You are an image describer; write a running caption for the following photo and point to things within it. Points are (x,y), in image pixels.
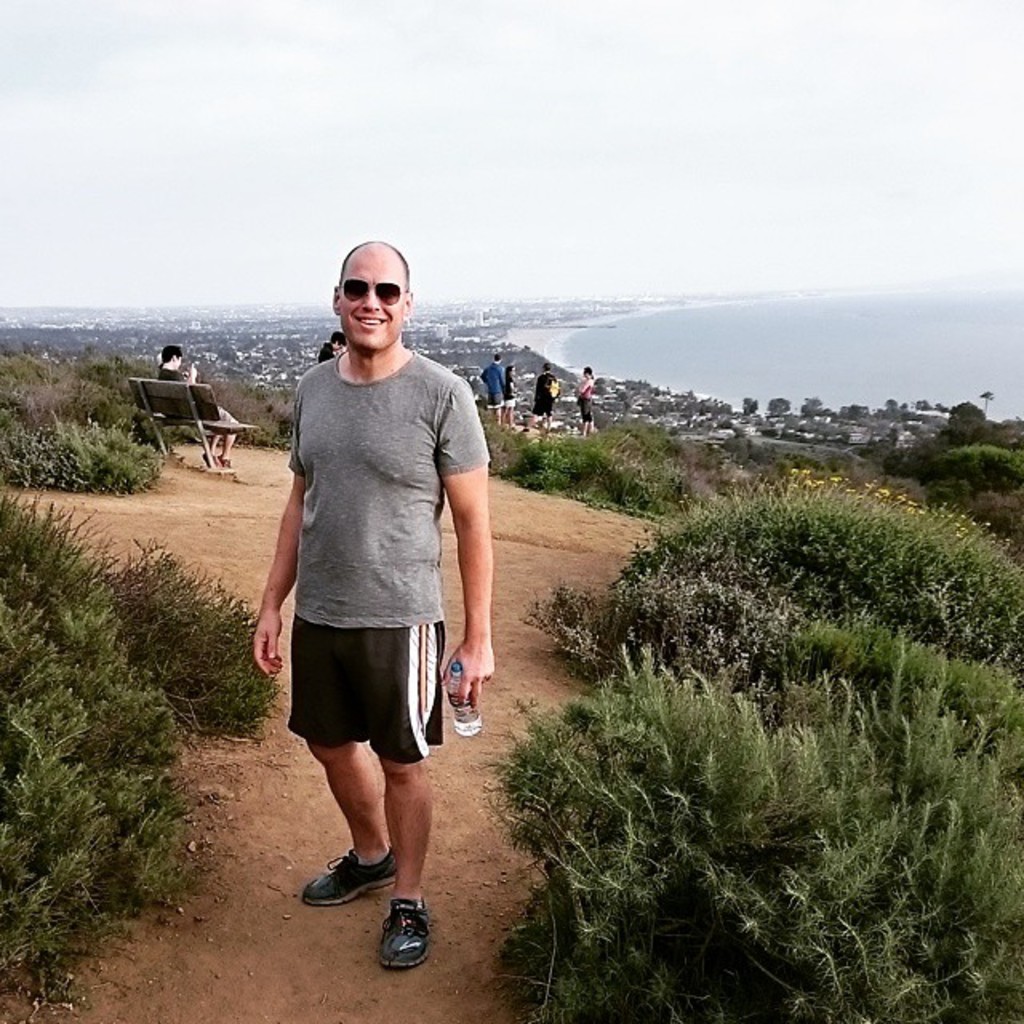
In this image we can see few people (438,375) standing on the ground (522,552), a person (467,676) is holding a bottle (459,705), a person (173,367) is sitting on the bench (187,419) and there are few plants (114,650), trees (926,475), water (745,347) and the sky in the background (525,87).
